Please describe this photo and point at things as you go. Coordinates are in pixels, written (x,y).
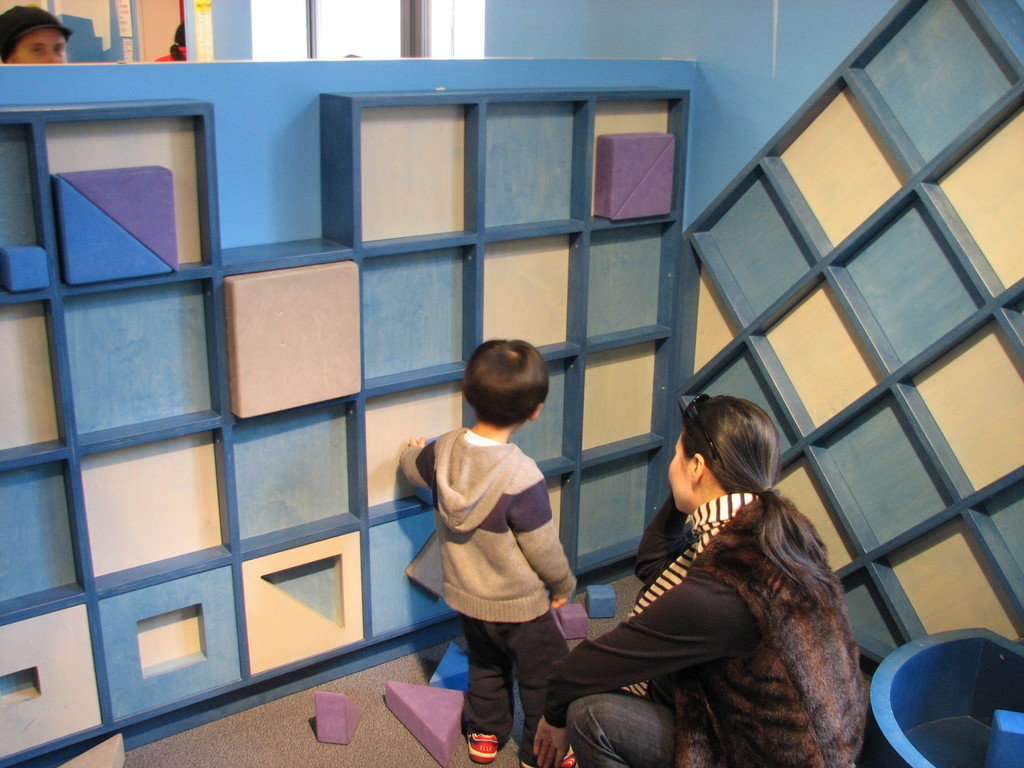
In the center of the image (523,470) we can see one kid (557,649) and one woman (621,634). And we can see one tub (880,682) and a few other objects (91,761). In the tub (966,709), we can see a block (1020,750). In the background (33,50) there is a wall (675,5), glass (293,41), one person (62,38) standing and wearing a cap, shelves (767,159) and a few other objects (619,183).
